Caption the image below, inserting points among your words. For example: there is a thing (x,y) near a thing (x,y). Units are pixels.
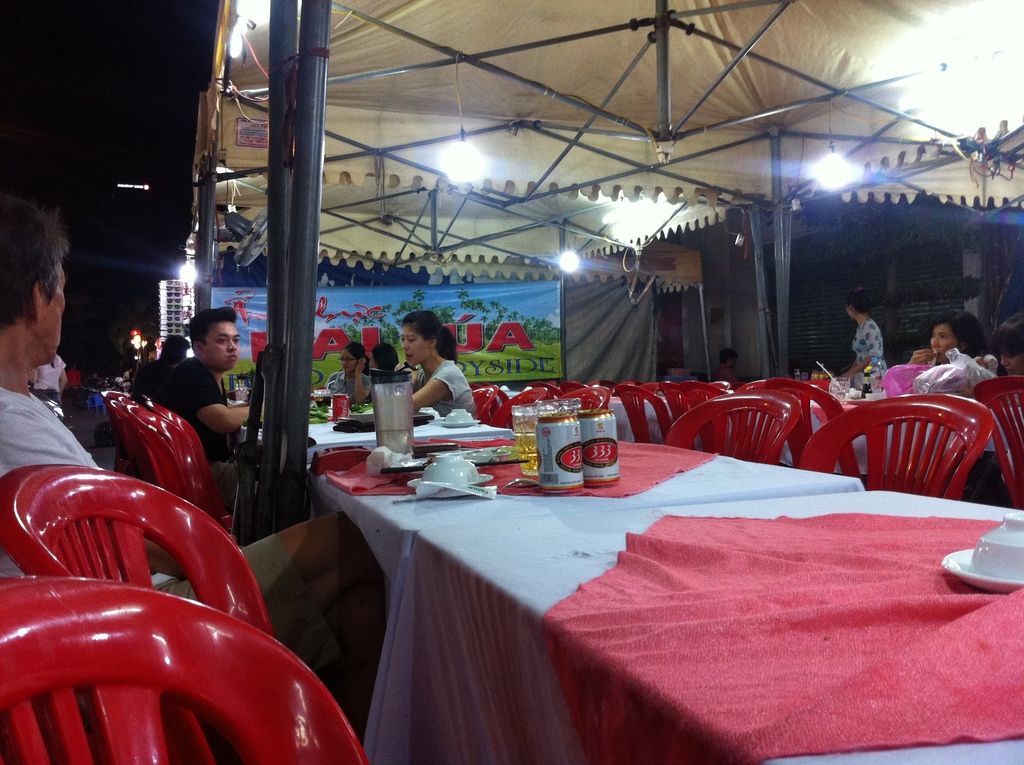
In this picture there is a man (214,377) who is wearing black t-shirt (206,437) and trouser (232,487). He is sitting on the chair (215,517). Beside him I can see the table (523,590). On the table (669,498) I can see beer cans (609,462), water glasses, water jugs (397,443), cups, bowls (443,454), plates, cloth (379,475), tissue papers (396,461) and other objects (426,416). On the left (43,321) there is a man (46,355) who is sitting on the chair (24,542). On the right (937,355) there is a woman (973,355) who is eating a food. Besides her I can see the plastic covers (906,381). At the top (843,173) I can see the light (1023,78) which is hanging from this shed (879,144). In the background (522,301) I can see the poster (477,323). In the top left corner (53,133) I can see the darkness (63,62).
